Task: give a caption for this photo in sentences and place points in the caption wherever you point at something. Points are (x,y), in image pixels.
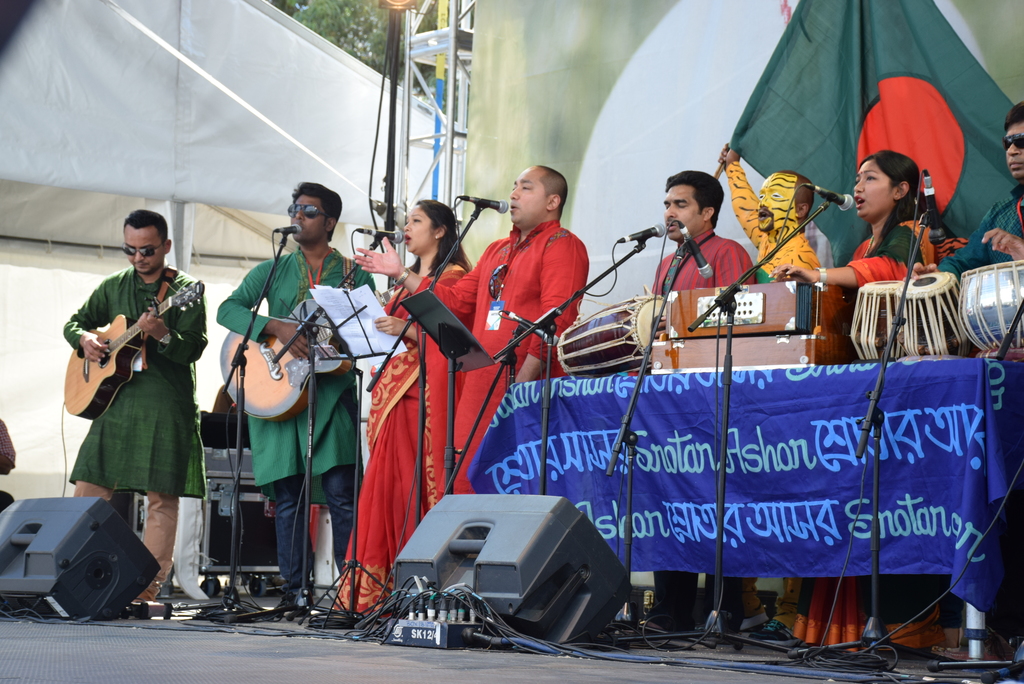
There are few people (388,403) on the stage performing by playing musical instruments (772,351). In the background (528,118) there is a pole (455,37), banner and a tree (359,18).
